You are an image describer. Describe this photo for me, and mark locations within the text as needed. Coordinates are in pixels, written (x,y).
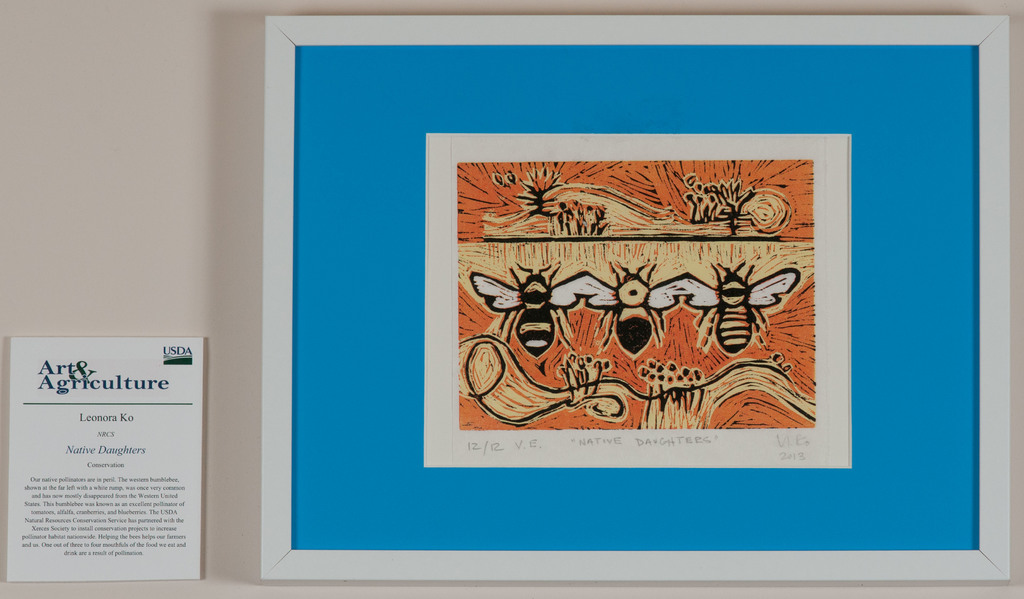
In this image we can see the frame (389,478) with image (647,288) and board (110,479) with text (101,454) attached to the wall (123,202).
